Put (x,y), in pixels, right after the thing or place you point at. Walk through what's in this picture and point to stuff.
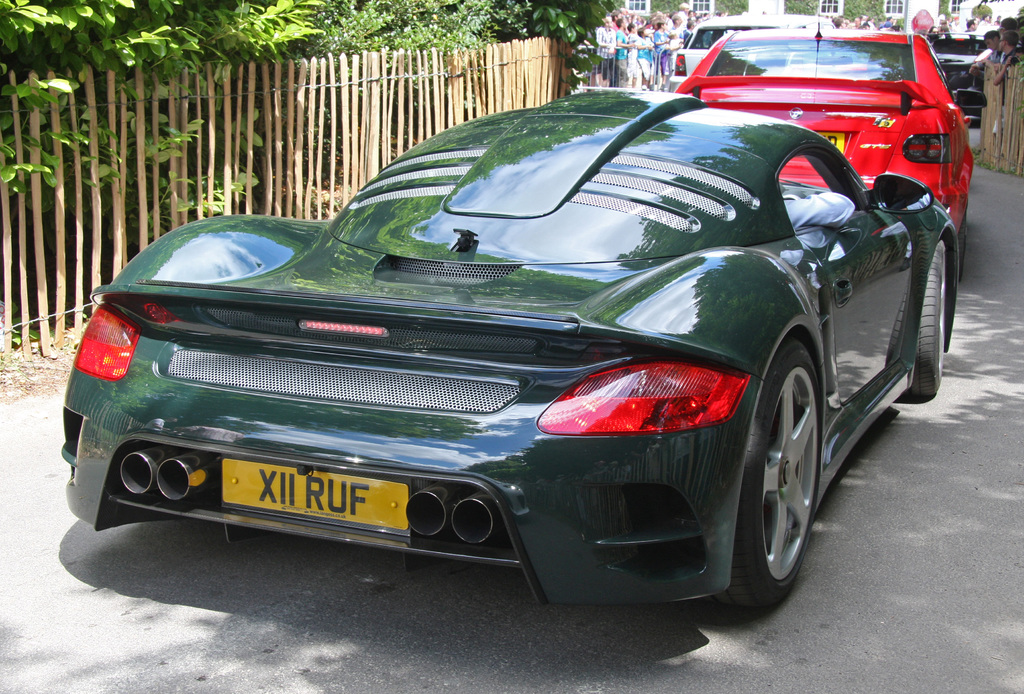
In this picture I can see there are few cars (680,171) on the road (44,626) and there is a wooden fence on left side (341,111), there are plants (260,46) and there are a few people (691,16) standing in the backdrop (672,16), there is a building (861,8) with windows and there are few other people (644,61).
